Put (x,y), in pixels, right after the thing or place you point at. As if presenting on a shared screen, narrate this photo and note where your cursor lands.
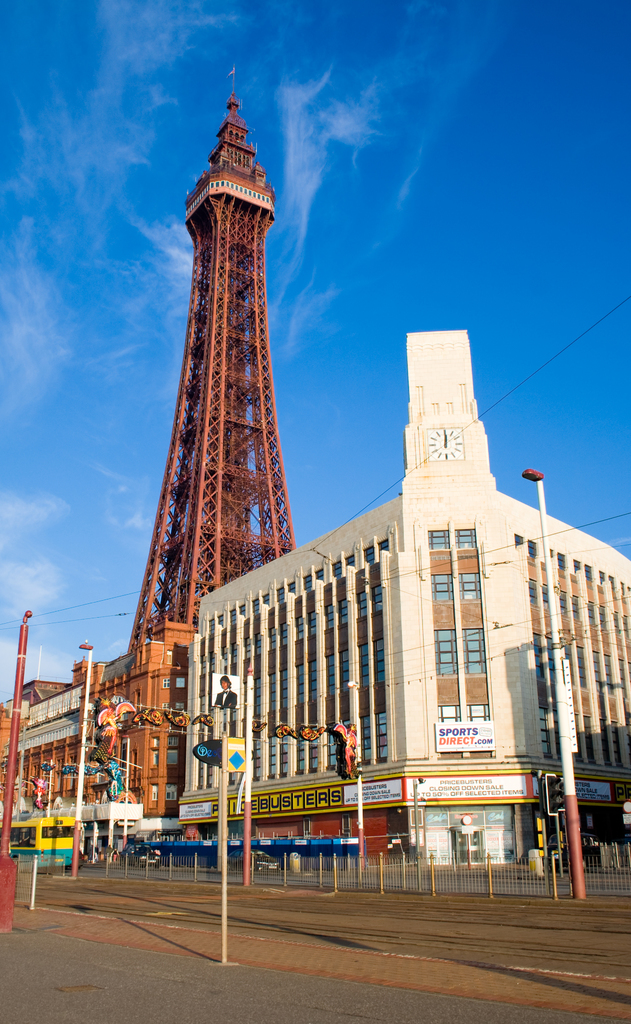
In the foreground of this image (90,985), there is road (396,915), pavement (185,993), bollards (554,876) and pole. In the background (468,656), there are buildings (245,684), boards (235,698), tower (237,255), sky (531,151) and the cloud (312,153).
